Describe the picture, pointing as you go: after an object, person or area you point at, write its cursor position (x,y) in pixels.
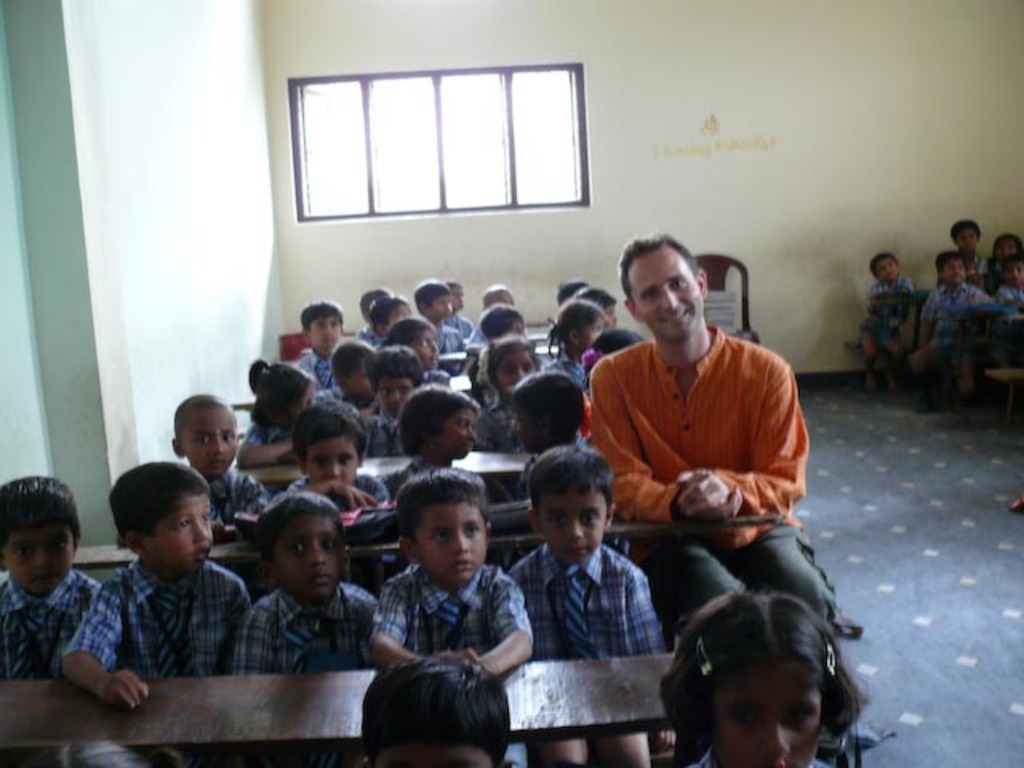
In this picture I can see there are few kids (416,502) sitting in the bench (354,738) and there is a man (730,486) sitting and there are few others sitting at right side (957,297) and in the backdrop (547,151) there is a window (379,143).
